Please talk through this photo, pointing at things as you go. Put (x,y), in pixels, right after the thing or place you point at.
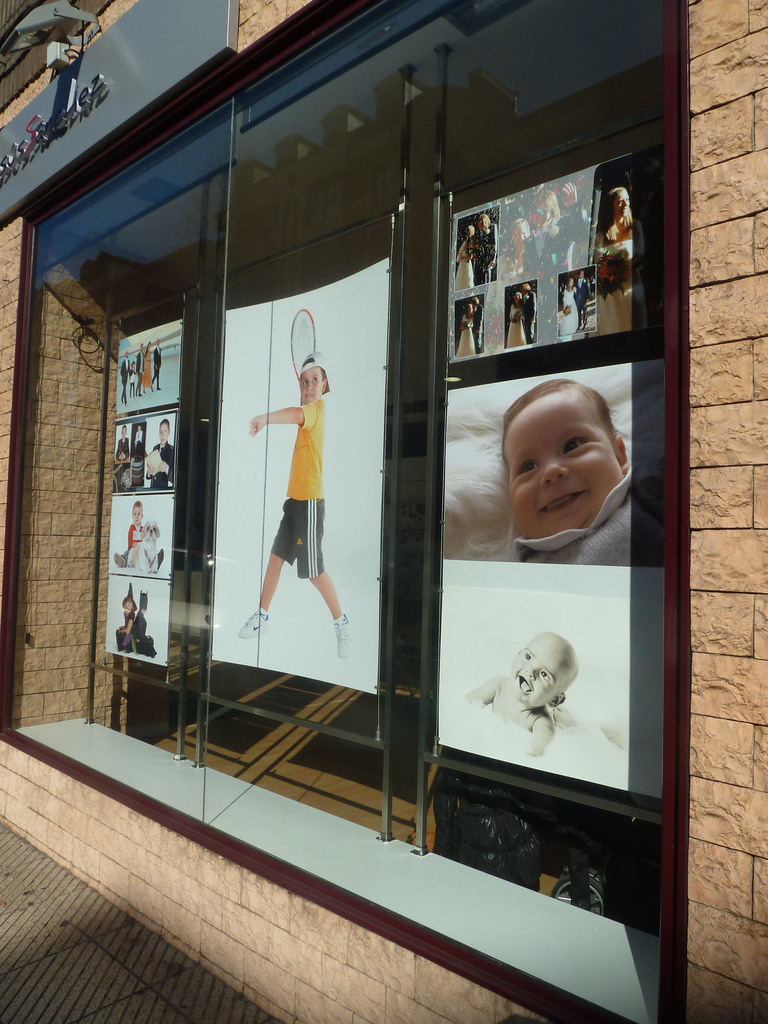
In this image we can see a few photographs (240,406) of different kids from the glass window (290,406) on the wall (142,881).
